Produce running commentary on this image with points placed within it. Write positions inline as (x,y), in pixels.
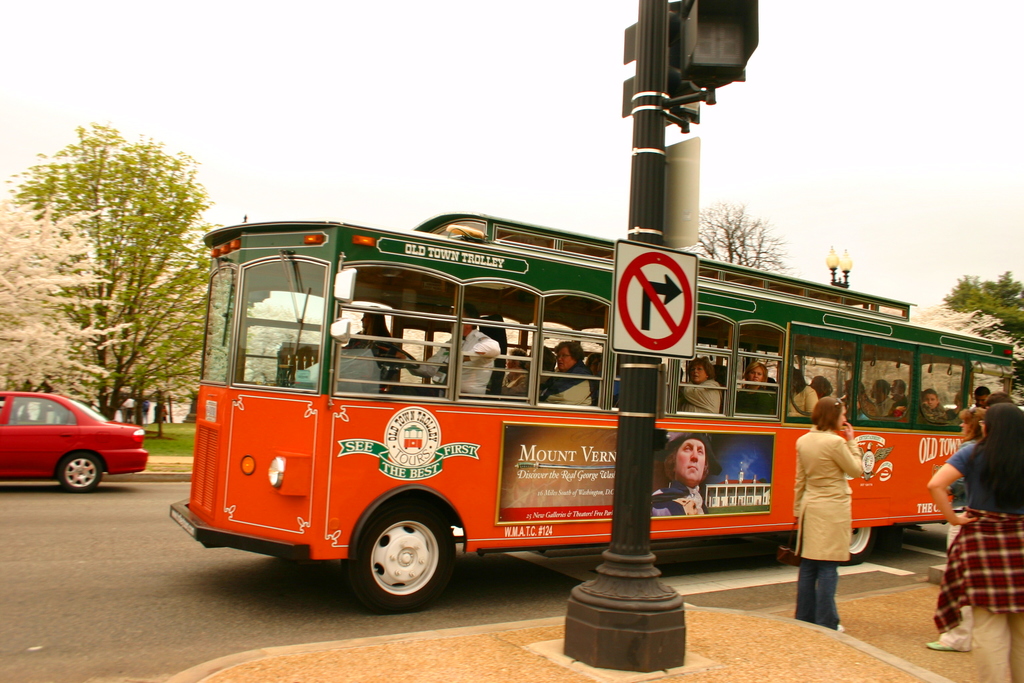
There is a bus (531,376) which has few persons (574,369) sitting in it is on the road (919,541) and there is a pole (627,397) and few persons (1008,519) standing in the right corner (945,518) and there are trees (176,236) in the background (50,261).
